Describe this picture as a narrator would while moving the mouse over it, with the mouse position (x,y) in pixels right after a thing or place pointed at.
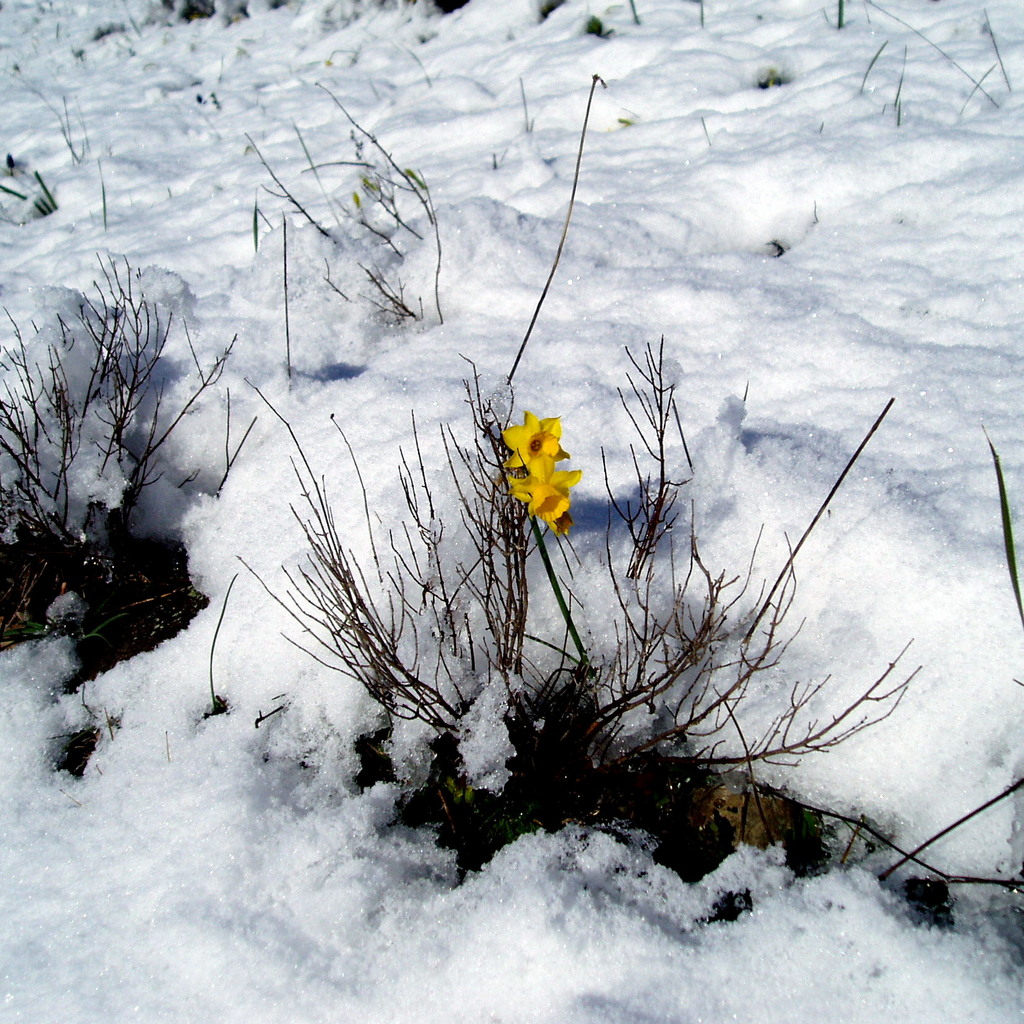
In the image we can see flowers (539,455), yellow in color and these are the plants (481,542). Everywhere we can see snow (461,596), white in color.
